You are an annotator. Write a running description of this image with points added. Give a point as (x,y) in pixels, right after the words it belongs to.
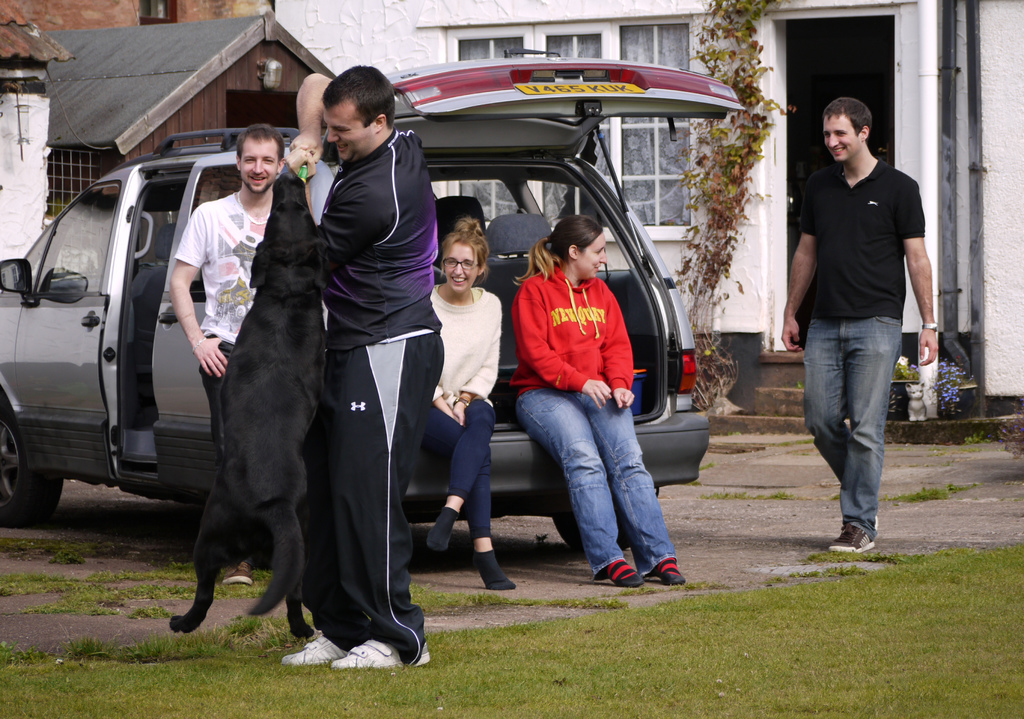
In this picture we can see five people (312,75) among them three are men (342,141) and two are women (462,259) and there is a dog (304,204) and the two ladies (600,280) are sitting in the car (611,159) and there is a plant (712,251) and a house (407,24) beside them and grass (732,635) on the floor (734,605).
